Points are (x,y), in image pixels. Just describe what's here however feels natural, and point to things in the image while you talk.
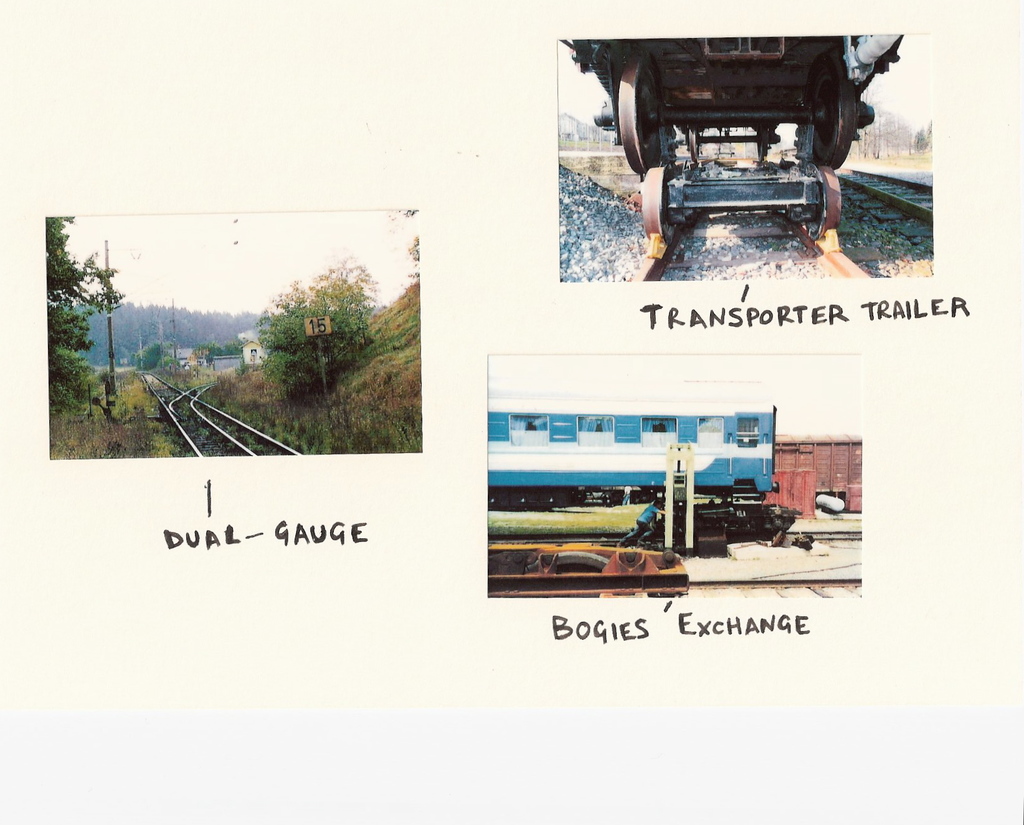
This is the collage image of three pictures and in the image on the left side (338,345) there are trees (282,371), railway tracks (185,406) and in the image which is on the top right (743,202) there is a train (740,181) on the track (733,227) and there are stones (596,232) and there is a railway track (888,190) and in the background (888,140) there are trees (860,145) and the image which is in the center (624,456) there are trains (750,477) and there are objects (681,499) which are black and white in colour and there is some text (718,632) written on the image.
